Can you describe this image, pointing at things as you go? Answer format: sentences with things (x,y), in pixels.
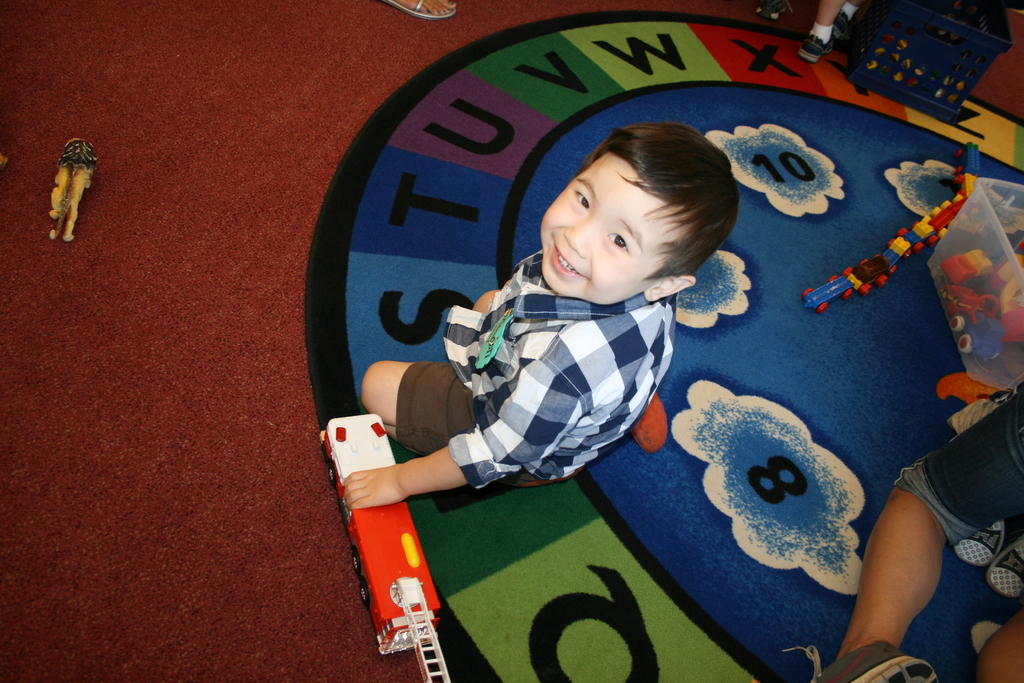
In this image we can see there is a mat (381,200) on the floor (338,58) and it has designed with some letters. And there are person (572,327) sitting on the floor (279,544) and playing with toys (87,158). And there is a box (928,55) on that box (895,42) there are some toys (998,337).
